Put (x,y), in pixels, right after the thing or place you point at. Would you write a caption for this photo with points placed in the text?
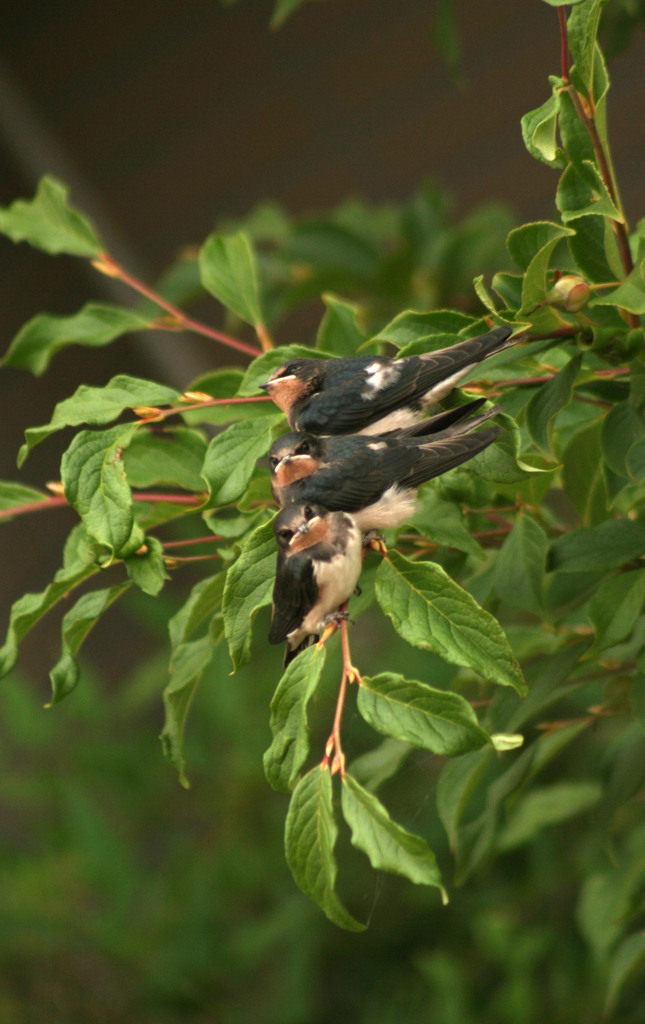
In this picture I can see there are few birds (367,443) sitting on the stem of a tree (133,559) and the backdrop (301,30) is blurred.
